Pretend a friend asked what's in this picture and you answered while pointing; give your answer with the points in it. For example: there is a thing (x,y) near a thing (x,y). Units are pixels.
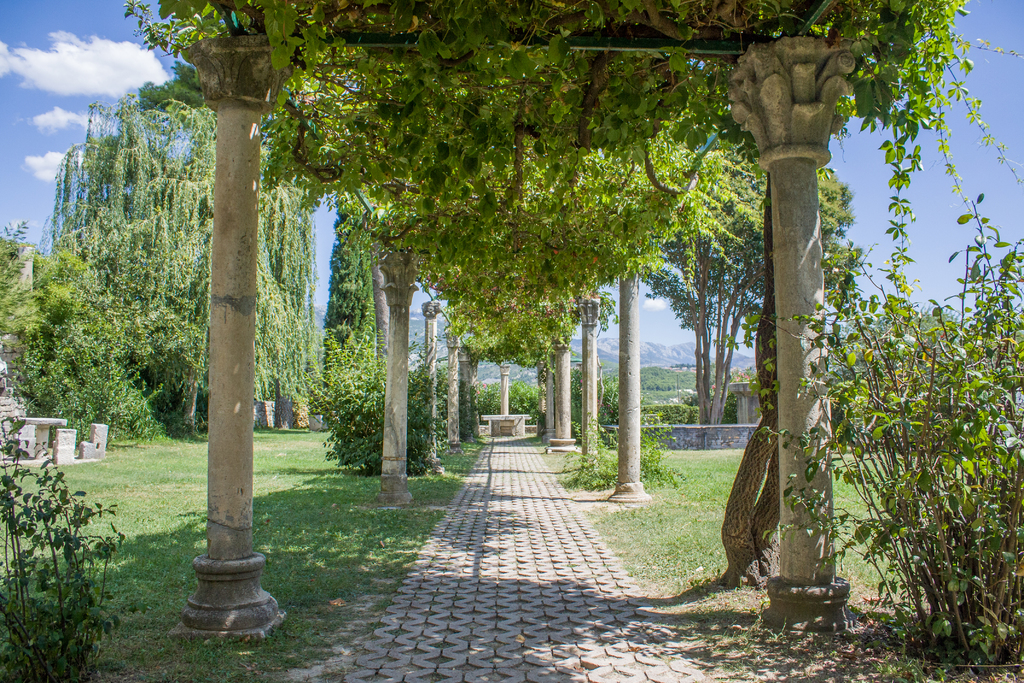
In the picture we can see a park (476,634) with a pillar (796,42) and poles (648,42) and some plants (569,141) to it and besides, we can see a grass surface (388,541) and plants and in the background (724,318) we can see some trees (343,316) and sky (9,126) with clouds (37,70).
